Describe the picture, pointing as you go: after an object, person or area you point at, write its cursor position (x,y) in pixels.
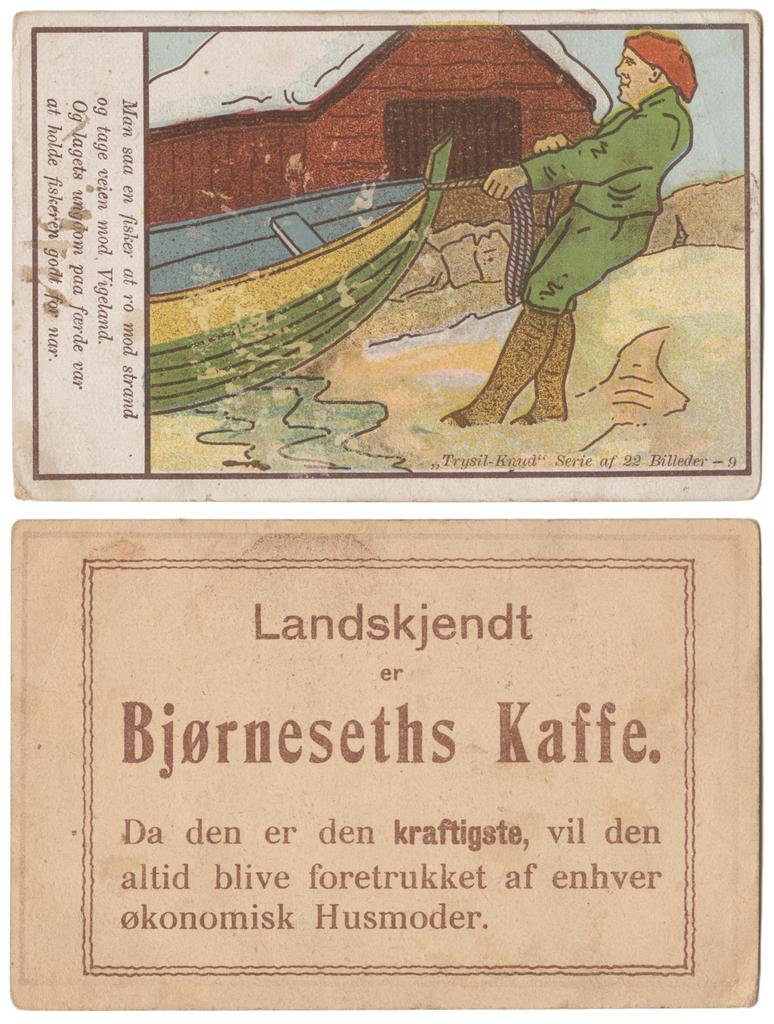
In this image at the bottom (313,748) there is a board (411,898), on the board (431,706) there is text (419,651). At the top of the image (437,116) there is one paper (666,322) and on the paper (362,247) there is text (78,152) and one person (520,371), house (366,166), water (342,408) and sand (579,349).
